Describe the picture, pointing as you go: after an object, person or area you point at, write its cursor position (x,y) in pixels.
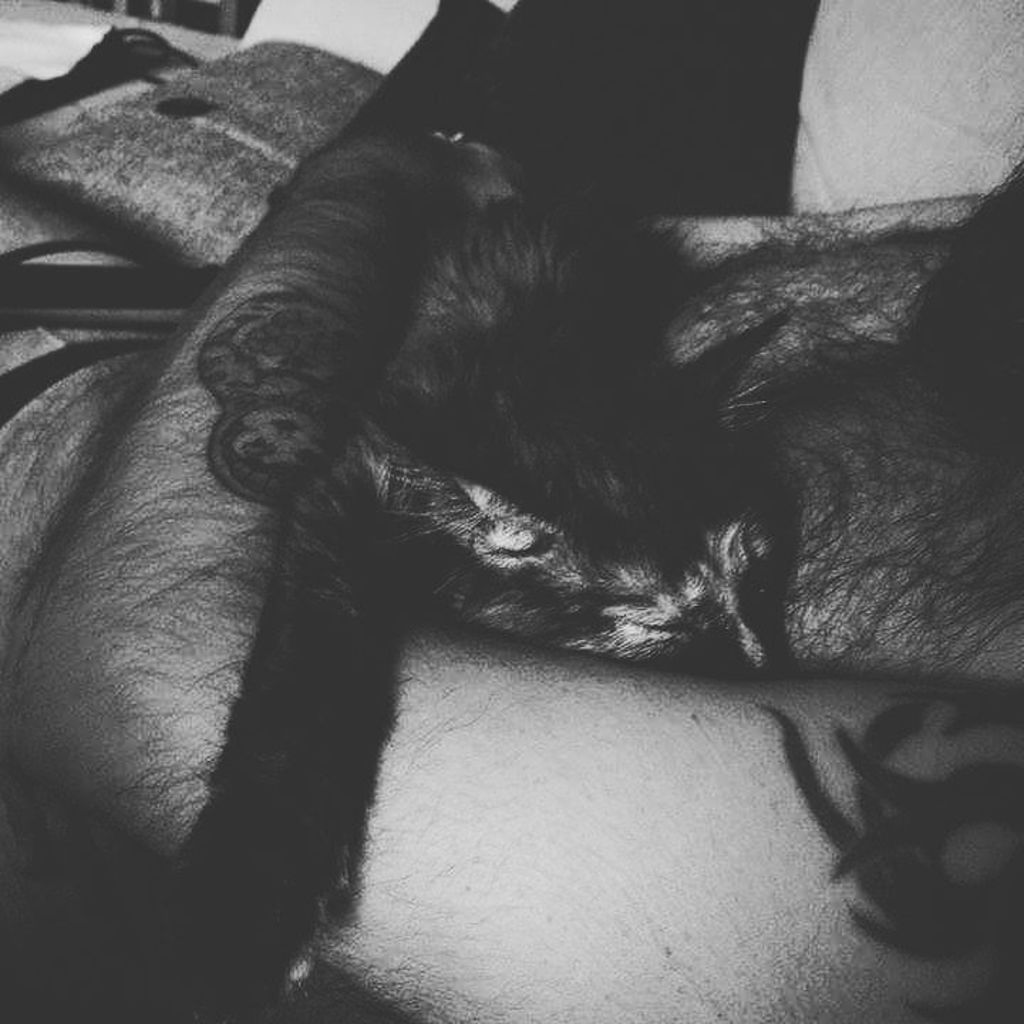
In this image I can see a person (498,785) is holding a cat (559,483). The image is in black and white.
